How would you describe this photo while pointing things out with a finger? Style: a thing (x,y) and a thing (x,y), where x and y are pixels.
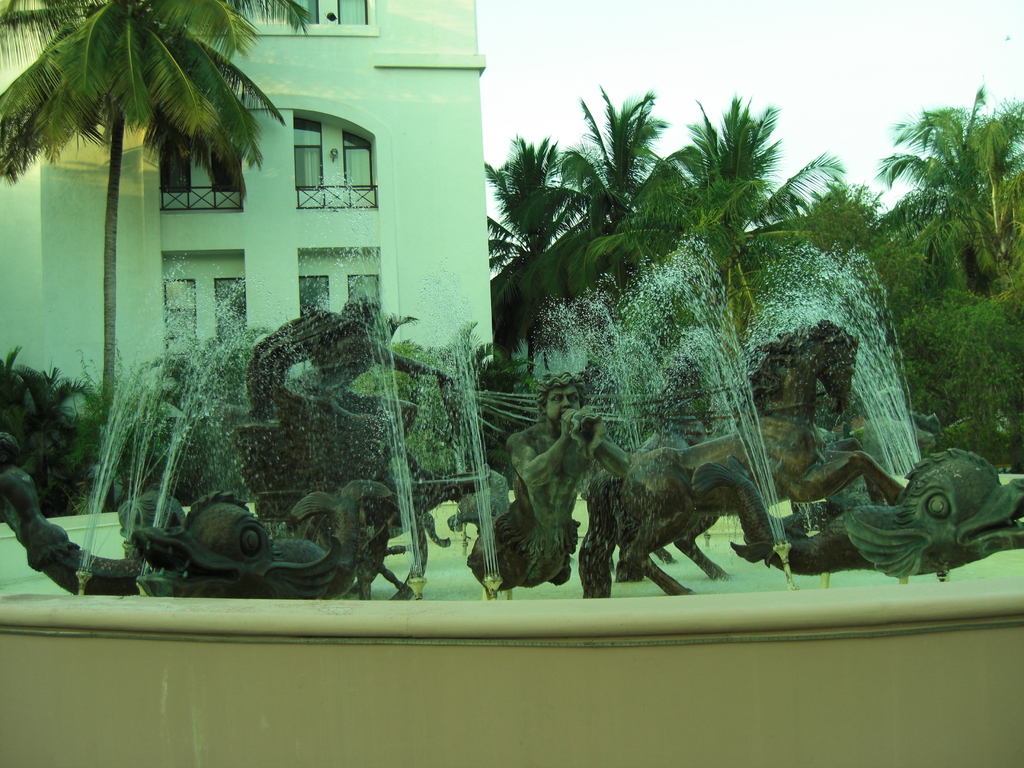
In the image we can see sculptures (516,483) and a water fountain (744,441). There are even trees (732,295) and a building (313,217) and these are the windows (314,145) of the building (255,181) and the sky (617,81).
